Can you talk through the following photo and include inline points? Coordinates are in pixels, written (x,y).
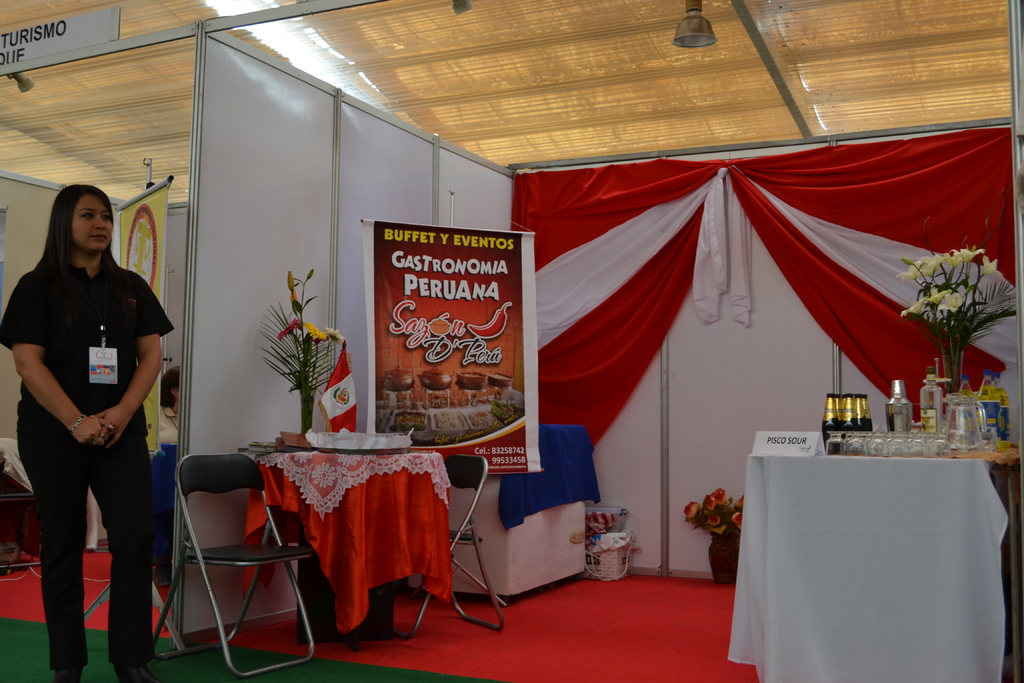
In this image i can see a woman (96,493) standing on the floor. I can also see there is a chair (298,600), a table (910,514) with few objects (912,432) on it.
